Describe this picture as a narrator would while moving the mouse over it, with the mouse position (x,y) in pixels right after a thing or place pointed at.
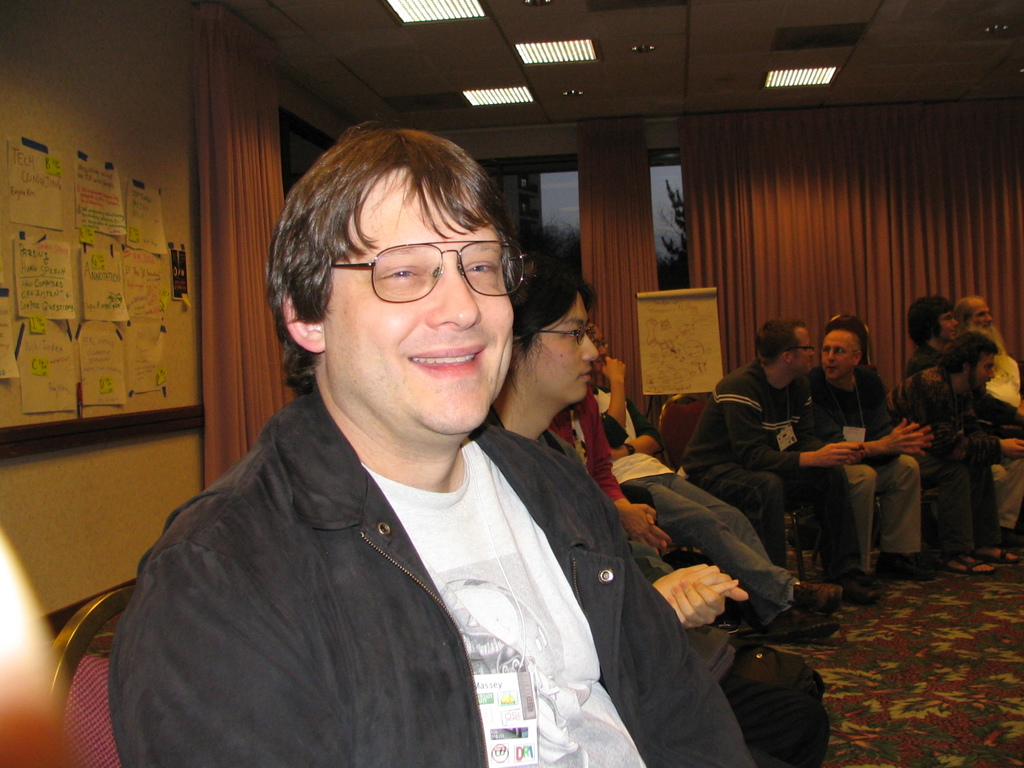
In this image there is an inside view of a room (773,161). There are group of people (780,414) wearing clothes (514,559) and sitting on chairs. There are sticky notes (115,385) on the left side of the image (147,230). There are lights (778,84) at the top of the image (438,12).
